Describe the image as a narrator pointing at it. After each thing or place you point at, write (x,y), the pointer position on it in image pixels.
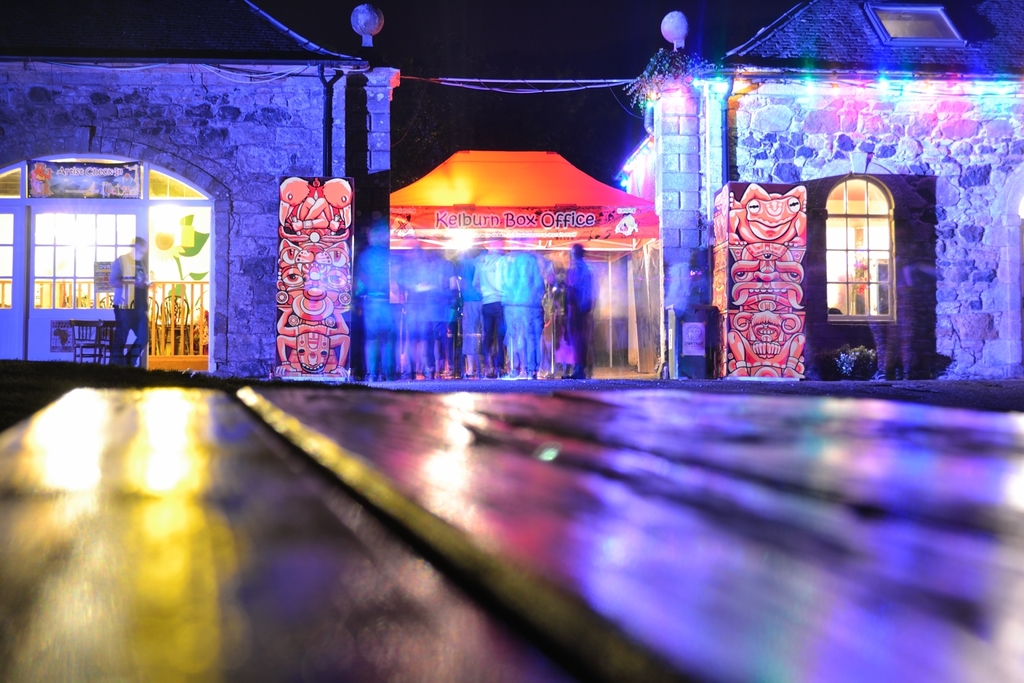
There are few persons (532,336). Here we can see buildings (882,173), windows (854,250), hoardings (758,320), boards (352,178), and a door (35,309). There are lights (706,81). In the background (569,36) there is sky (505,48).
